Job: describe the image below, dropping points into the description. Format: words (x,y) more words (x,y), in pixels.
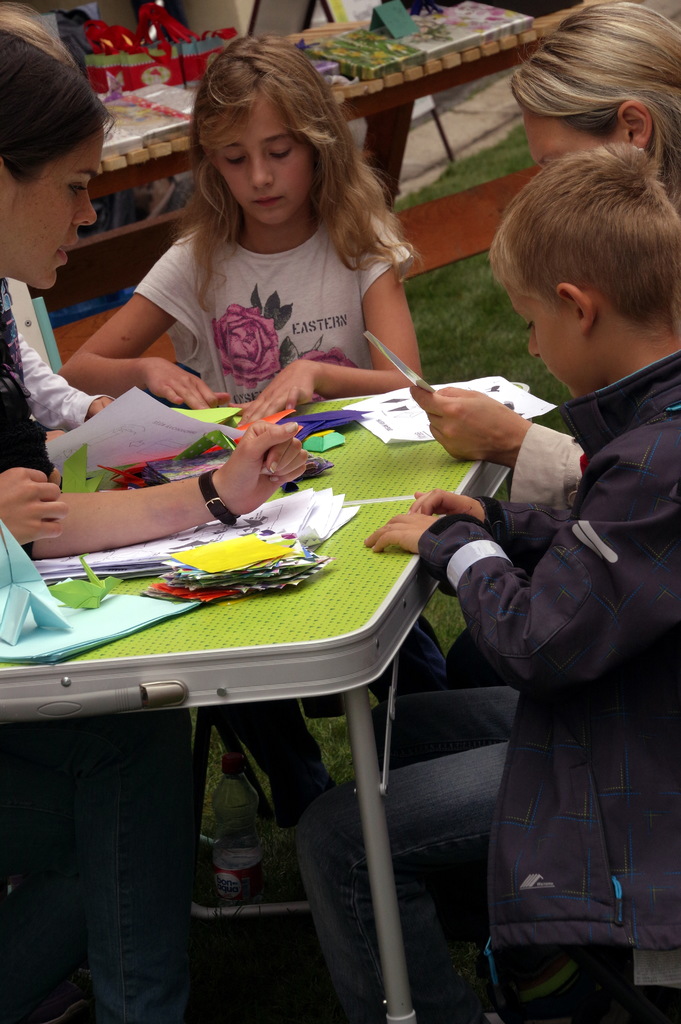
There are some persons (483,455) sitting as we can see in the middle of this image (421,398). There are some papers (311,437) kept on a table (190,646) at the bottom of this image (242,685), and there are some objects (184,58) are kept on an other table (328,46) at the top of this image (329,63).
